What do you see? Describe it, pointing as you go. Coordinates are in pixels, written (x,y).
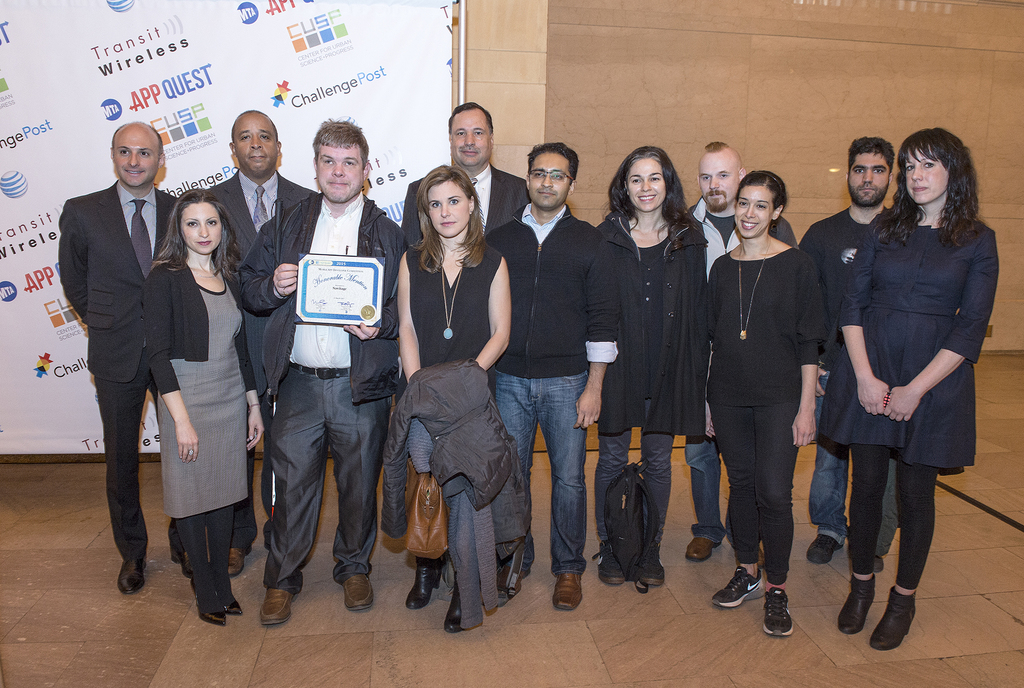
In this picture there are people (499,307) in the center of the image (589,299) and there is a poster (39,251) on the wall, on the left side of the image (127,122).
